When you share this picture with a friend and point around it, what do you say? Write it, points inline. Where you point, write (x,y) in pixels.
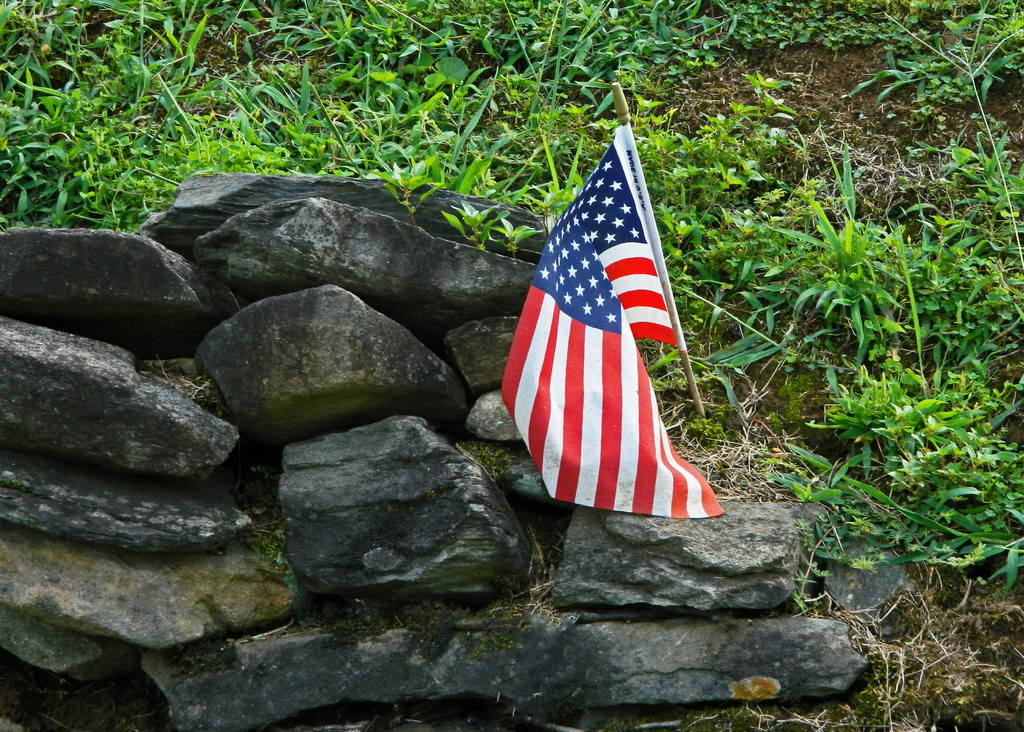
In this picture we can see rocks (133,422) and a flag (532,433) in the front (652,393), in the background (698,378) there are some plants (850,195).
